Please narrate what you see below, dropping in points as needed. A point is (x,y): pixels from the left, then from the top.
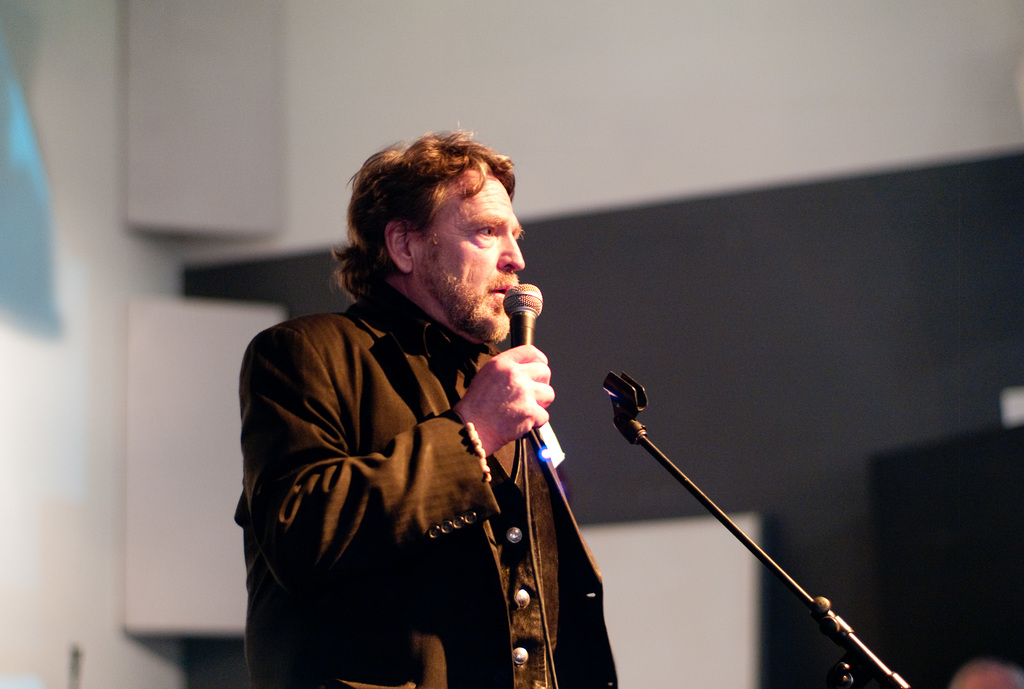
This man (409,395) is standing and holding a mic (526,305). This is mic holder (637,422).
